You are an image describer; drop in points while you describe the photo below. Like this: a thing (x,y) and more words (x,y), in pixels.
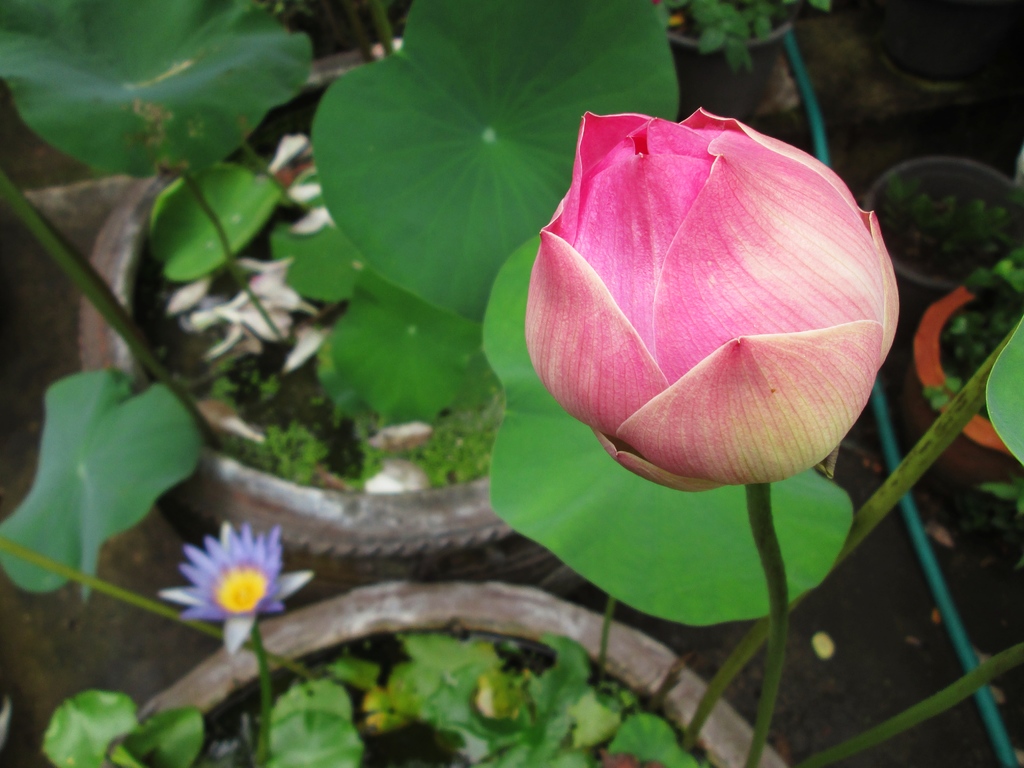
In the image we can see two flowers (836,233). Behind the flowers (809,173) there are some plants (13,55).
